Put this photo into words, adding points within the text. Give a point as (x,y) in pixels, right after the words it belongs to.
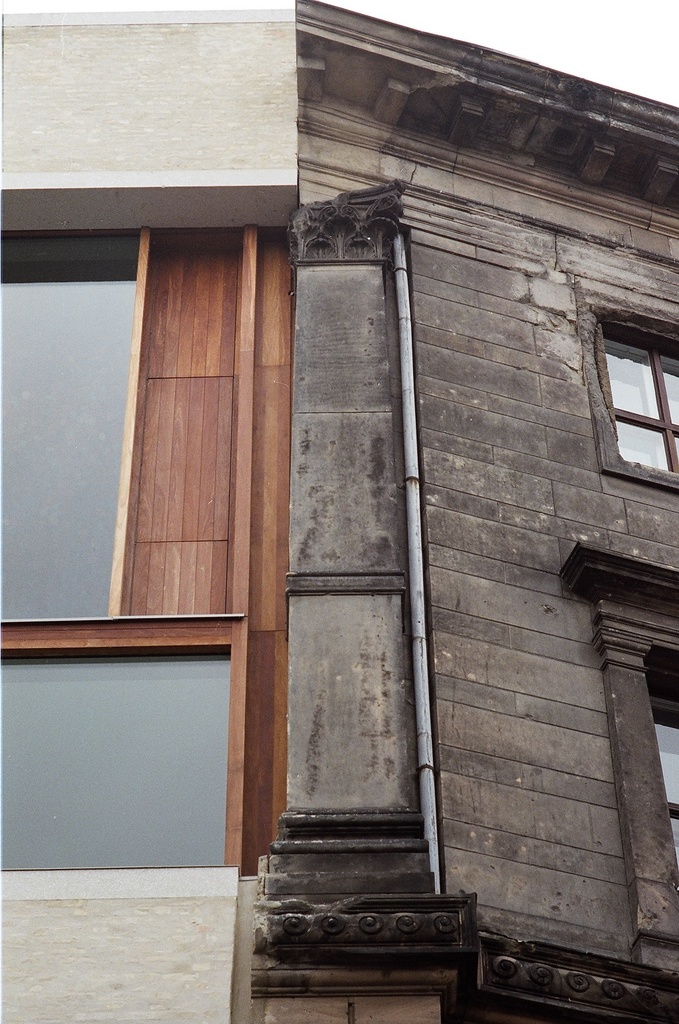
In the image we can see a building (389,478) and these are the windows (118,437) of the building (108,442), and a sky (573,52).
